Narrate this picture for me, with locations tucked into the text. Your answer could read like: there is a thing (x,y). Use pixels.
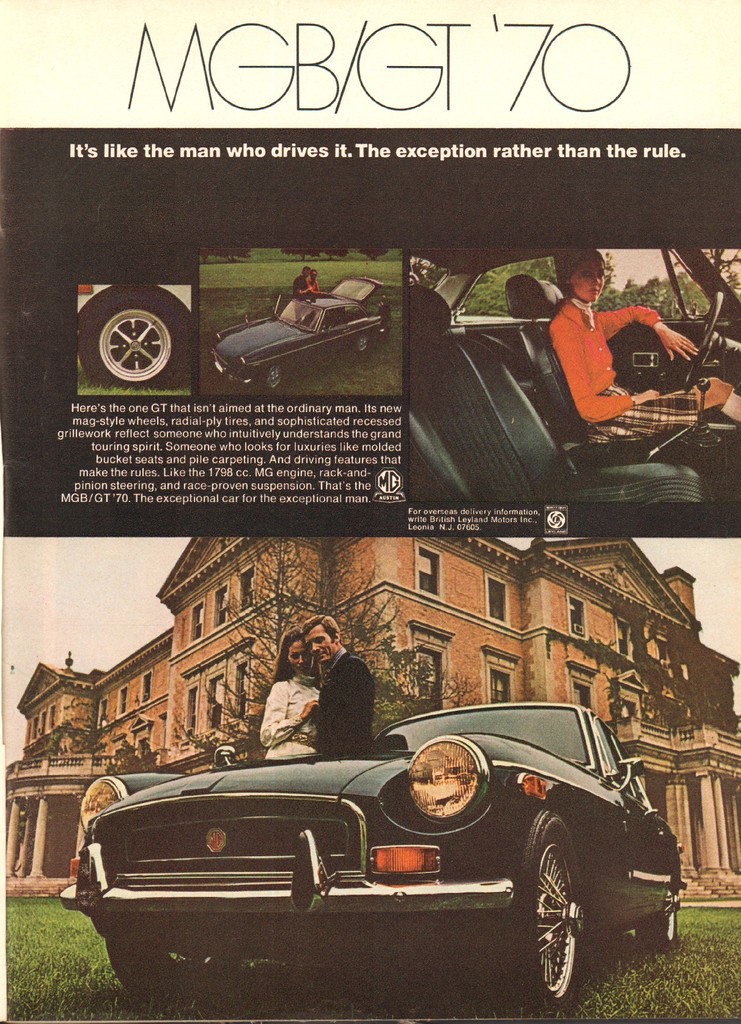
In this image I can see a pamphlet (607,837), in the pamphlet (307,761) I can see a vehicle (307,761), two persons (271,702) standing, building (466,607) in brown color. I can also see a person (595,367) sitting in the car (500,399).
